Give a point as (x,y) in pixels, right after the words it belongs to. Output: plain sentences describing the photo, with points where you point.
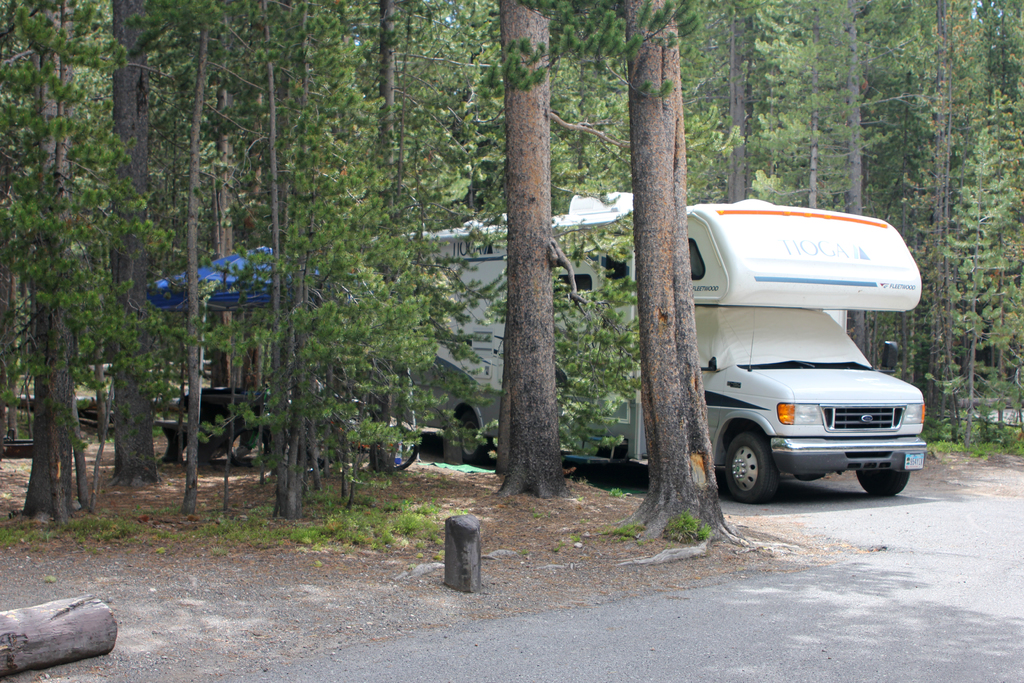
In this image there is a caravan (795,391) on the road surface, there are trees (434,217) on either side of the road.
